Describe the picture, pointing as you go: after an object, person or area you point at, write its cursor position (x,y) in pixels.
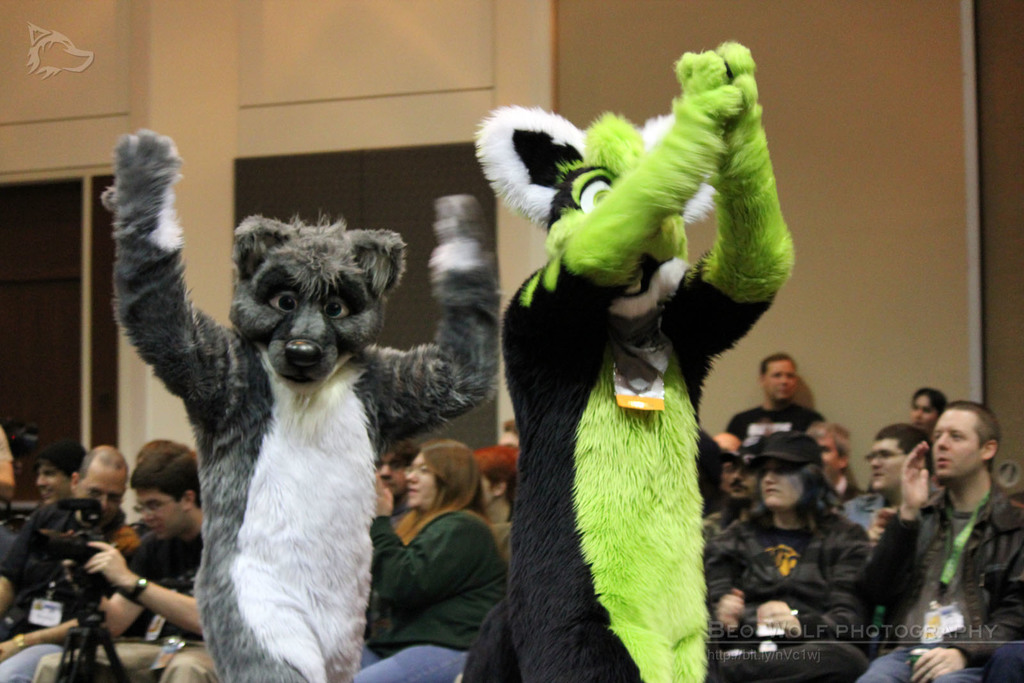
In this image we can see two person (282,288) wearing different costumes (381,391) and dancing/listening to the music. And the surrounding people (910,548) are watching them and some people (128,558) holding cameras (59,538) in their hands (137,575). And we can see walls (575,85).
